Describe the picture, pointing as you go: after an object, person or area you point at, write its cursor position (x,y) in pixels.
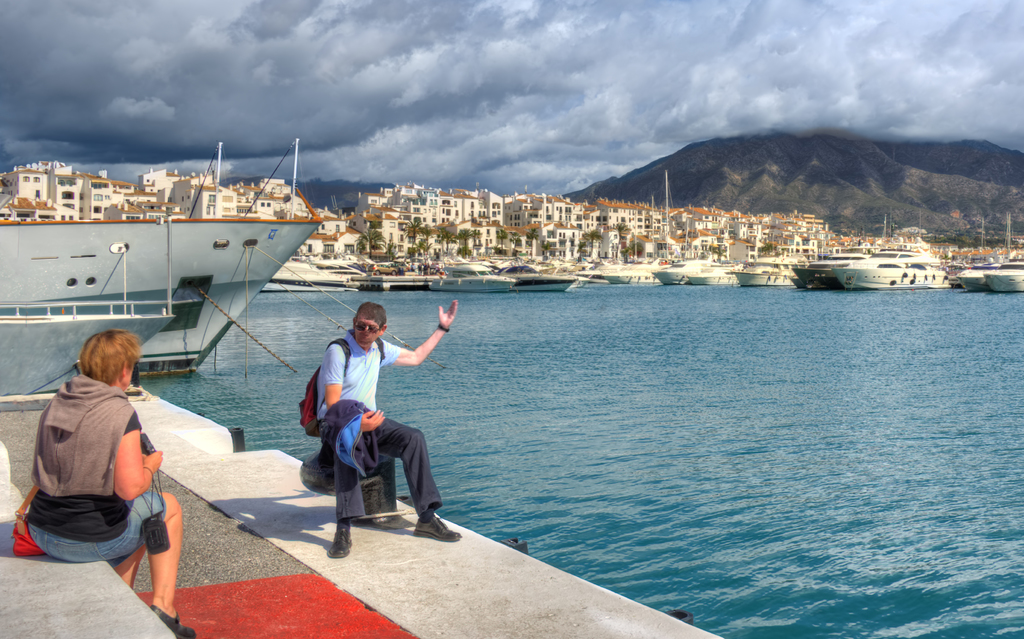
In this image there are two persons (140,551) sitting on the floor (211,491). Beside them there is water (694,333) on which there are so many boats (690,268) and ships (704,273). In the background (541,205) there are so many buildings (558,215) one beside the other. On the right side (868,164) top there is a mountain (809,164). At the top (476,83) there is a sky (411,112) with the black clouds (248,110). On the left side (126,490) there is a woman (95,497) sitting on the wall (63,581). In front of her there is a red carpet (284,604).
